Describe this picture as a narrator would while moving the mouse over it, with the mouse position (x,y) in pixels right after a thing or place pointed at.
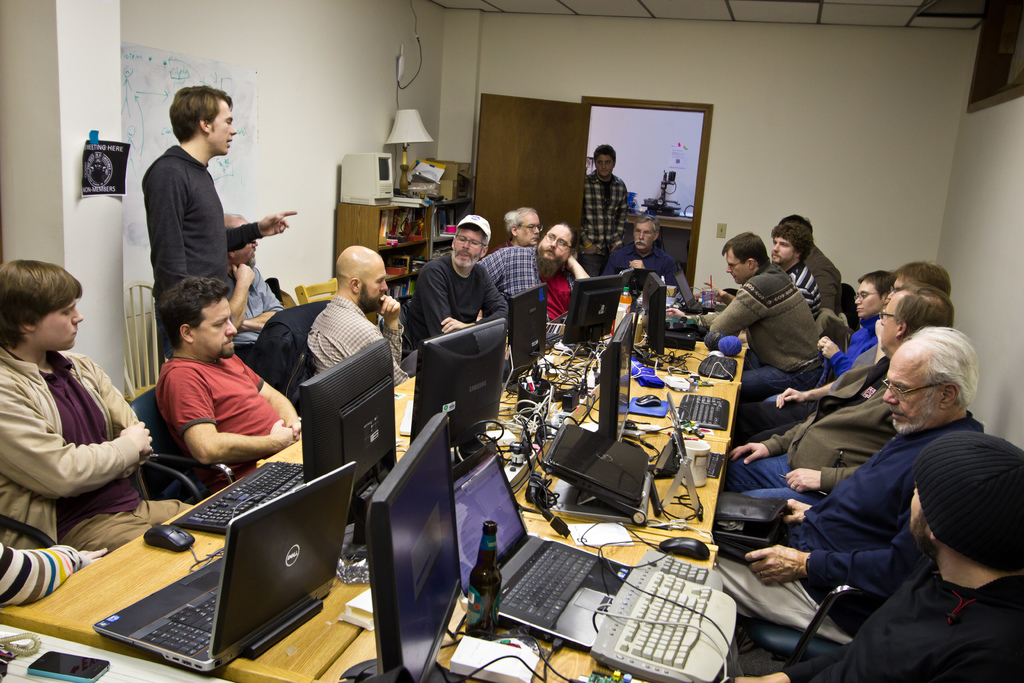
The image is taken inside a room (763,209). In the foreground of the picture (488,404) there is a table (323,640), on the table (555,428) there are laptops (509,546), desktops (402,521), cables (549,412), plug boards (554,401), mouses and various objects (625,308). On the right (783,450) there are people (810,346), chair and wall (955,238). On the left (188,362) there are people (100,386), chairs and wall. In the middle of the picture (587,235) there is a door (574,178), near the door (631,186) there is a person (608,195) standing. Towards left (335,214) we can see a desk (460,206), on the desk (355,208) there are lamp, books (395,230) and various other objects (435,190). At the top (886,0) it is ceiling (498,3). Outside the door (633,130) we can see wall (657,146), microscope (670,177) and desk (683,218).
